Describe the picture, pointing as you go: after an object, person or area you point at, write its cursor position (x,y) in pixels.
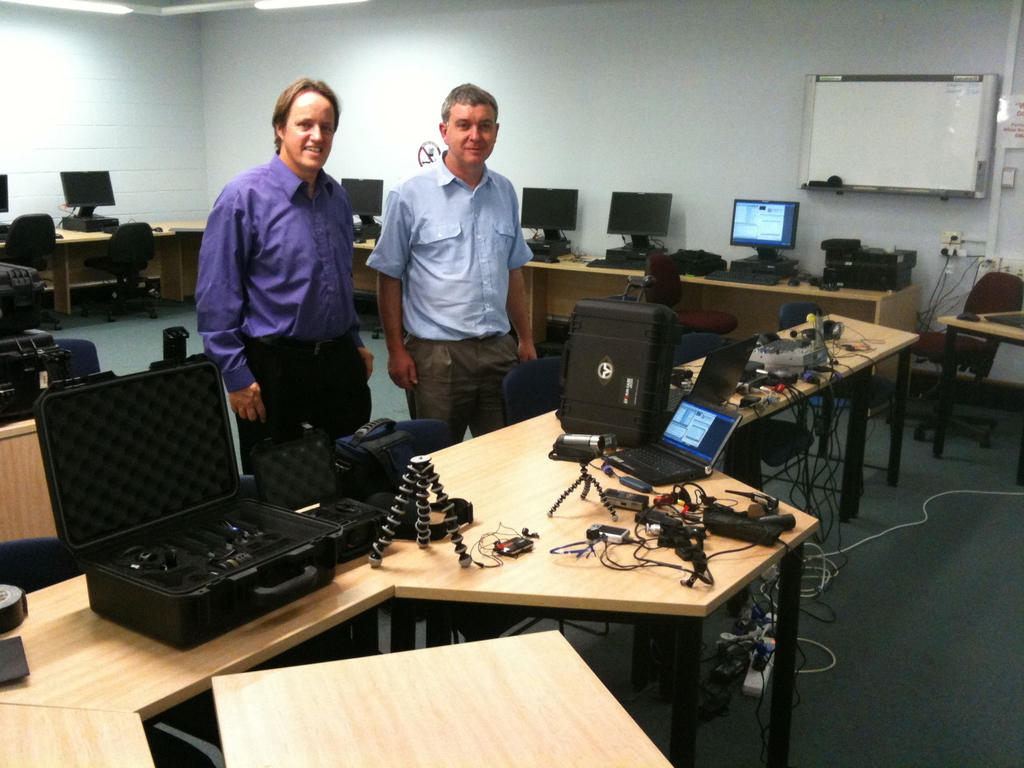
In this picture two men (340,267) are standing behind the table (522,450), there are many electronic gadgets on the table (502,463) and empty chairs (138,271).
